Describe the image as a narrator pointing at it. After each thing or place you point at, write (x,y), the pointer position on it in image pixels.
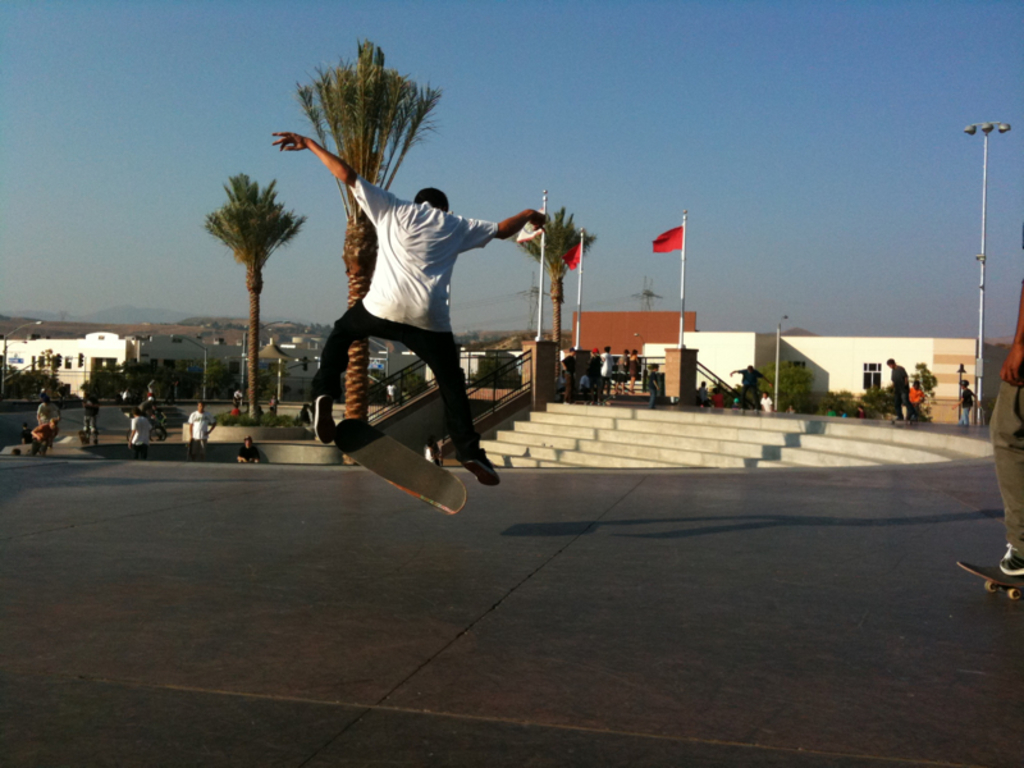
In the center of the image (371,311) we can see a boy (382,326) jumping with a skating board (379,469). On the right (1013,533) we can see a person (1016,508) skating. In the background (901,396) there are people (914,394) standing. There are flags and poles (978,410). We can see trees (369,161) and buildings (297,375). At the top (575,67) there is sky (434,72).
